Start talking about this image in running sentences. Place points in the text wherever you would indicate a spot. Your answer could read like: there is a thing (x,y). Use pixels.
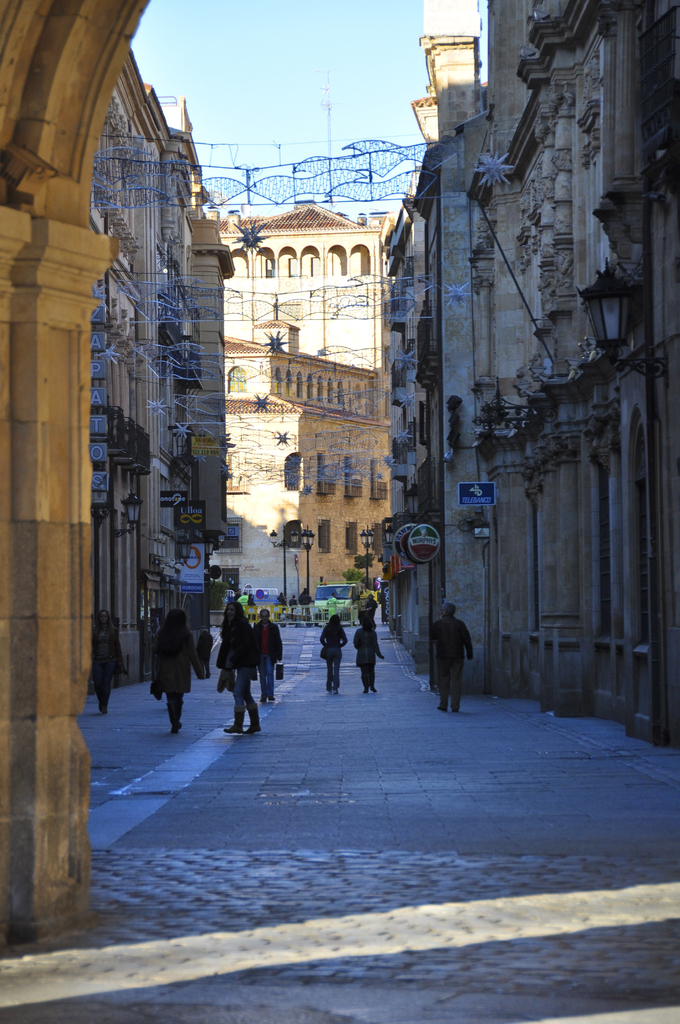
In this image I can see a path (256,739) and number of people (175,614) walking on it. I can also see number of buildings (411,381) and decorations (431,184). In the background (281,94) I can see clear blue sky (272,24).
